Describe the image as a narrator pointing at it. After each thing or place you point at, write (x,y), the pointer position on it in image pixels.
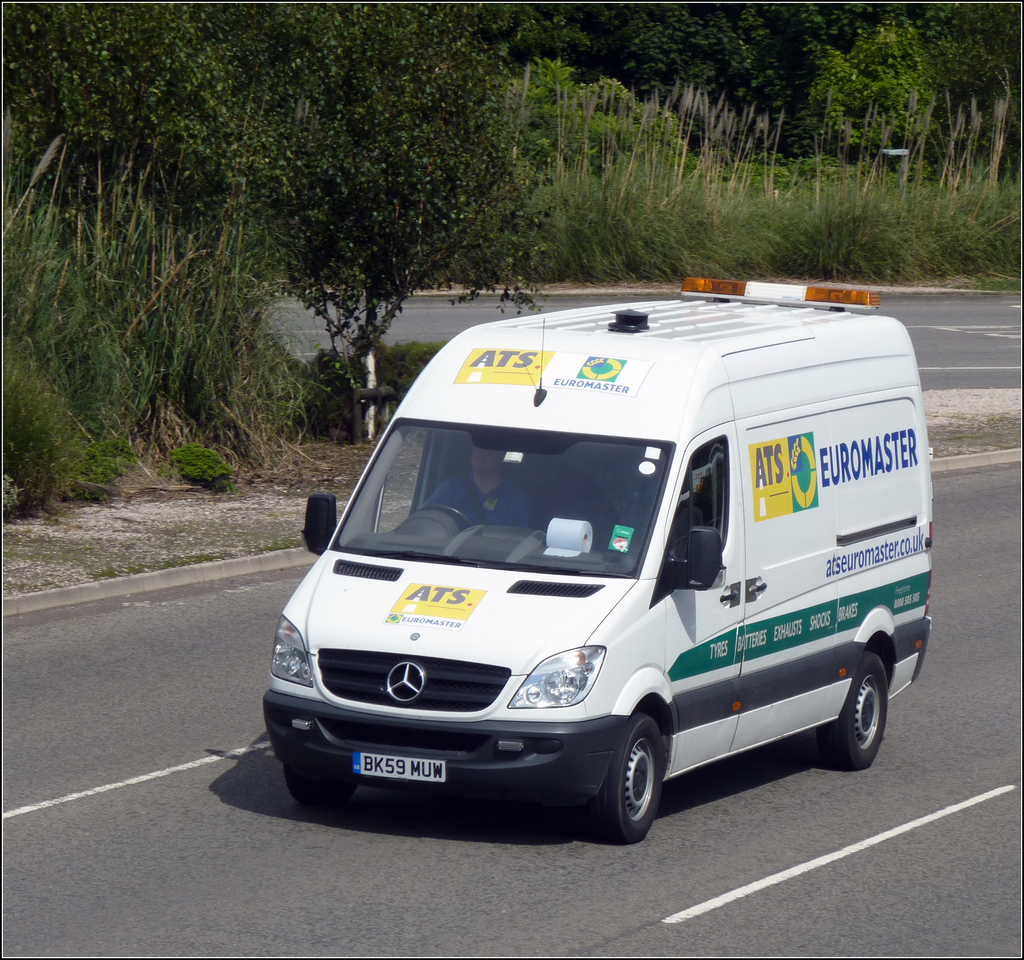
In the picture there is a vehicle (685,524) on the road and around the vehicle (419,395) there are many trees (430,91) and grass (29,286).
